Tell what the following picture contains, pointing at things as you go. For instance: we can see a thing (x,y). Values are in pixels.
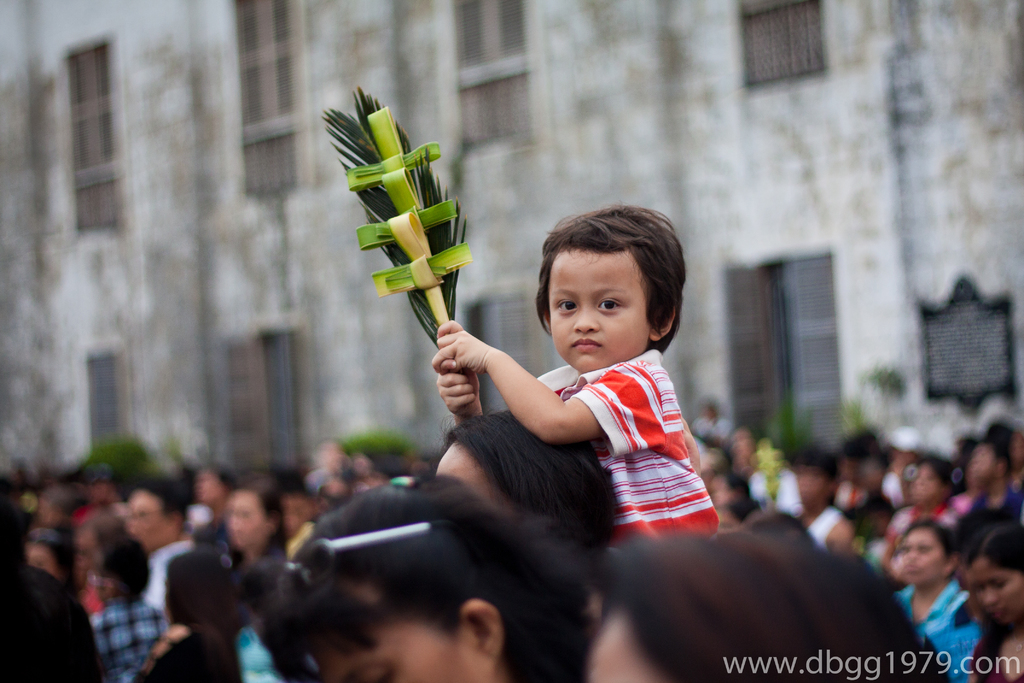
As we can see in the image there are group of people (279,487), buildings (516,234), windows (516,88) and plants (360,443). The image is little blurred at the background (136,284).
